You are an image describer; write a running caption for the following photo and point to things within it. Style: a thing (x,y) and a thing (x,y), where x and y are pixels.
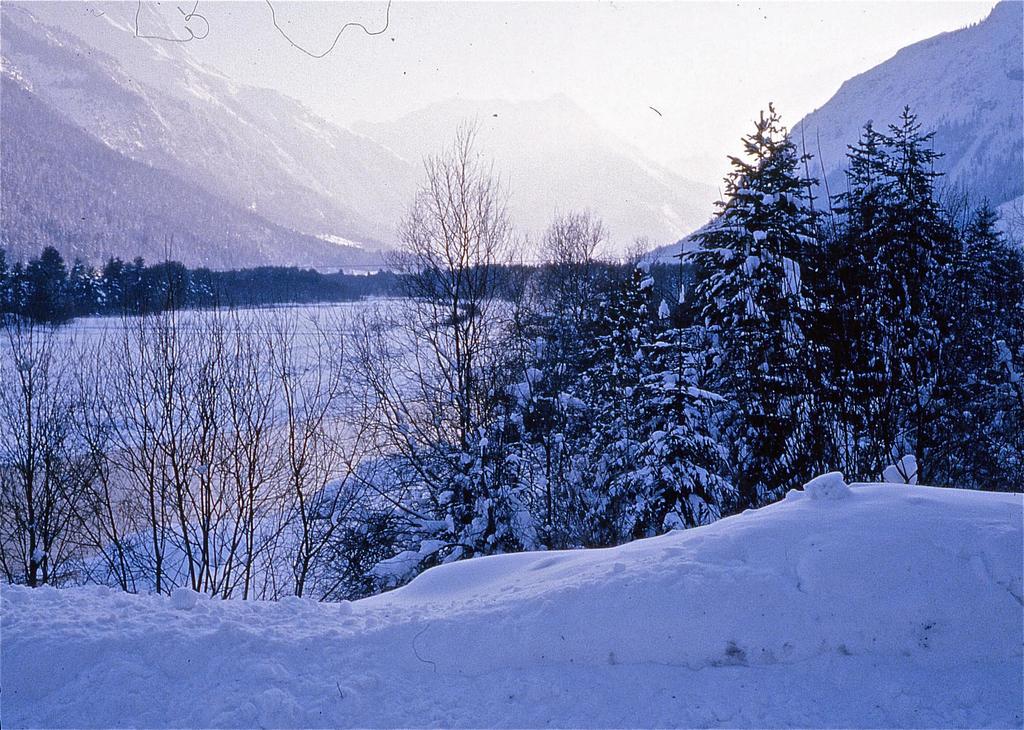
in the given image i can see a ice land (96,568) and i can few trees (106,278) after that i can see trees (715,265) which are dried few trees (738,241) which is filled with ice (596,425) and i can see mountains (919,122).
